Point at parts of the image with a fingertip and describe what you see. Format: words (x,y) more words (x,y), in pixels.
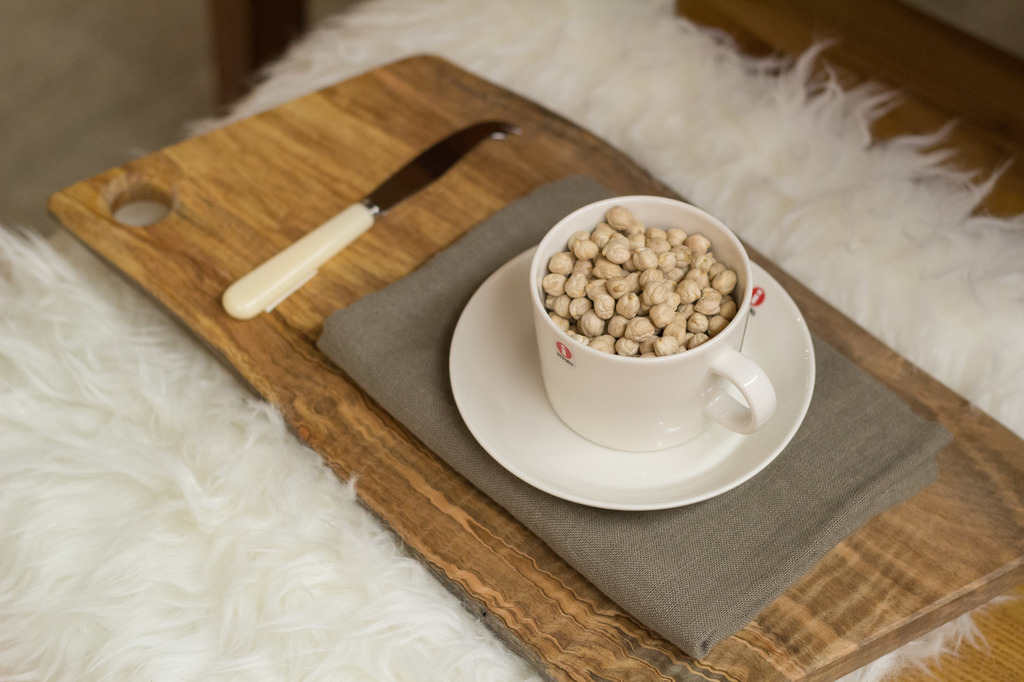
There is a cup (611,272) full of chickpea (670,295) placed on a wooden board (425,240) and a knife (394,197) on top of it. These are placed on a furry mat (174,544).
